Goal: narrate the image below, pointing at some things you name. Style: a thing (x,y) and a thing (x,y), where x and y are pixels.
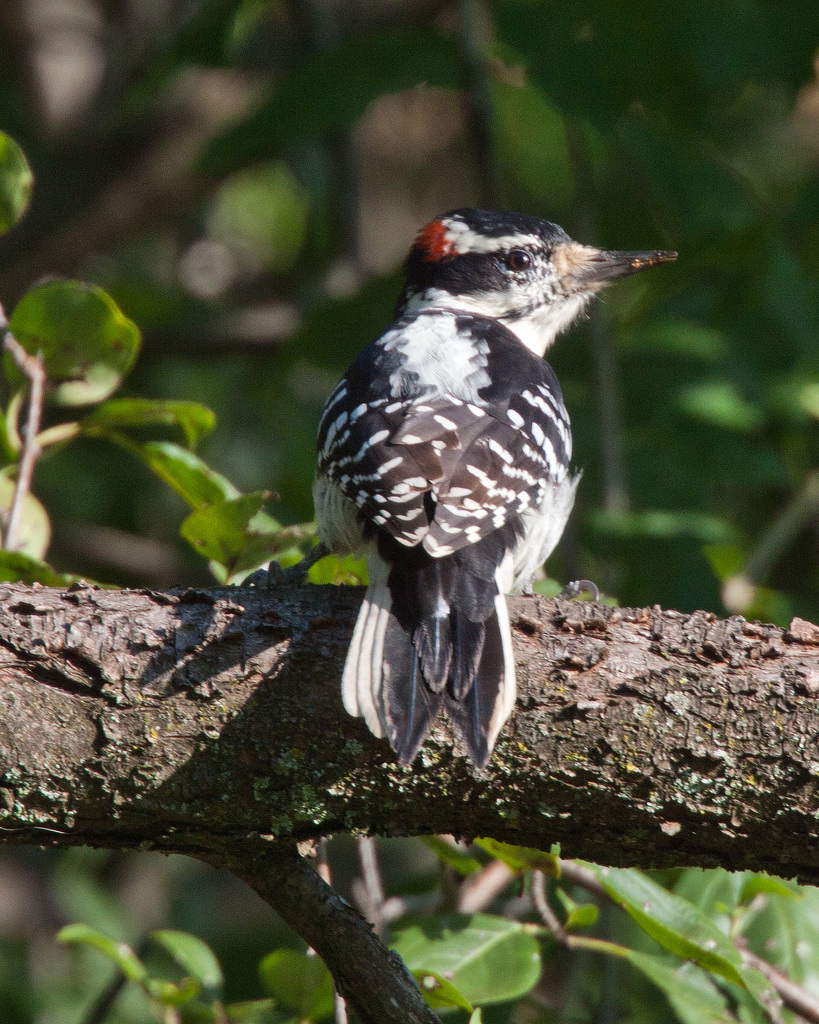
This image is taken outdoors. In this image there is a tree (432,936) with leaves (419,945), stems (356,963) and branches (368,951). In the middle of the image (470,435) there is a bird (497,391) on the branch (174,726) of a tree (369,938).
